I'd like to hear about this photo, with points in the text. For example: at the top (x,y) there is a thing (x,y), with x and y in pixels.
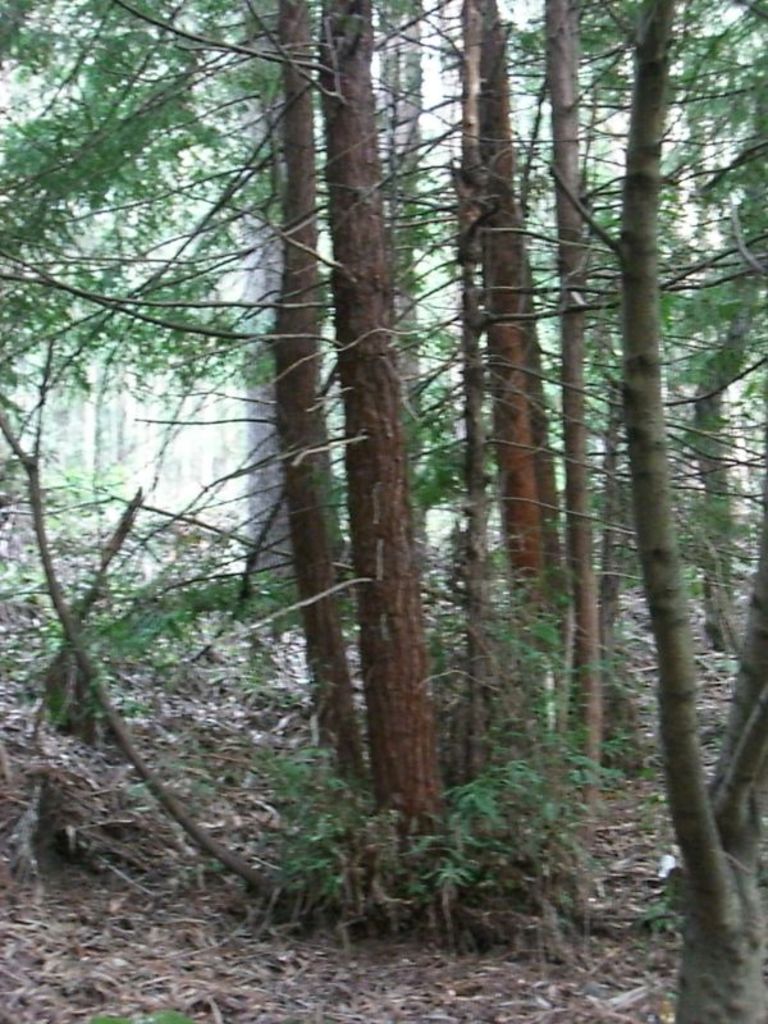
In this picture there are trees (521,413). At the bottom (17,980) there are dried leaves (293,943).
